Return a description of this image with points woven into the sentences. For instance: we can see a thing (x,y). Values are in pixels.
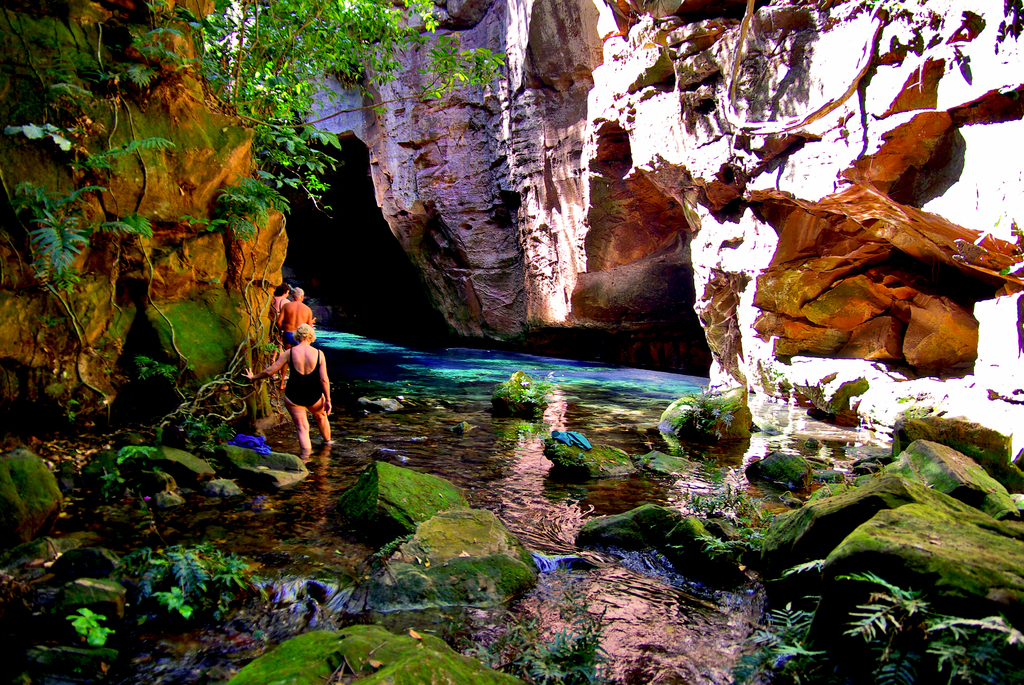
In this picture we can see people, here we can see rocks (665,306), trees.
